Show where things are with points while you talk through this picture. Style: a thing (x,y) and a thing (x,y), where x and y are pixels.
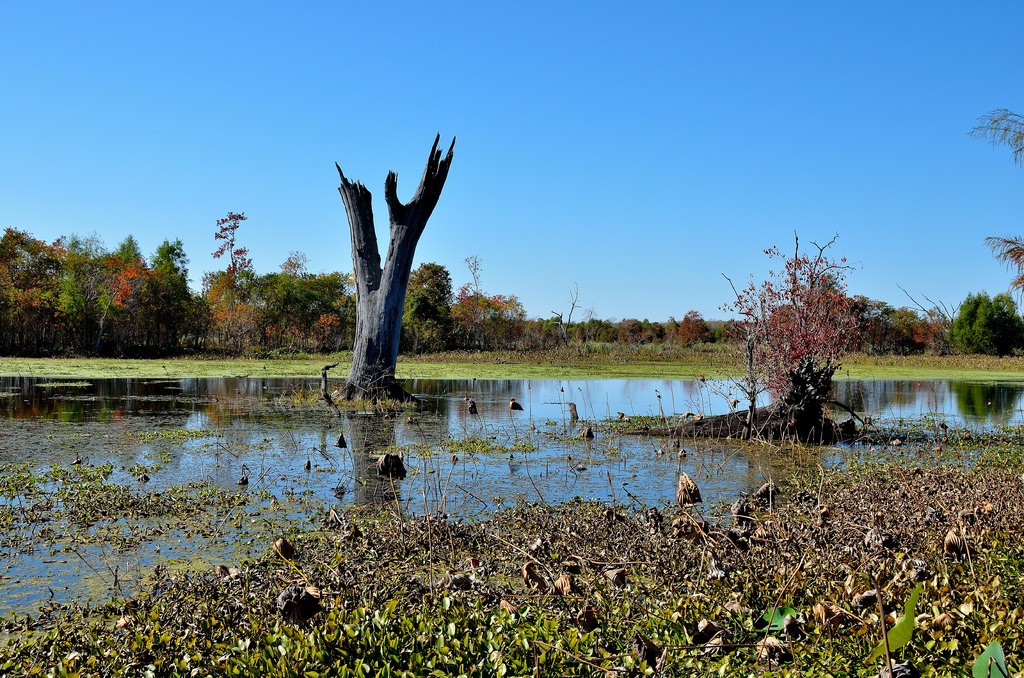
In this picture we can see water (737,464). On the bottom (829,588) we can see grass (600,591). On the background (41,264) we can see many trees (970,340). On the top (568,91) there is a sky (507,91).
